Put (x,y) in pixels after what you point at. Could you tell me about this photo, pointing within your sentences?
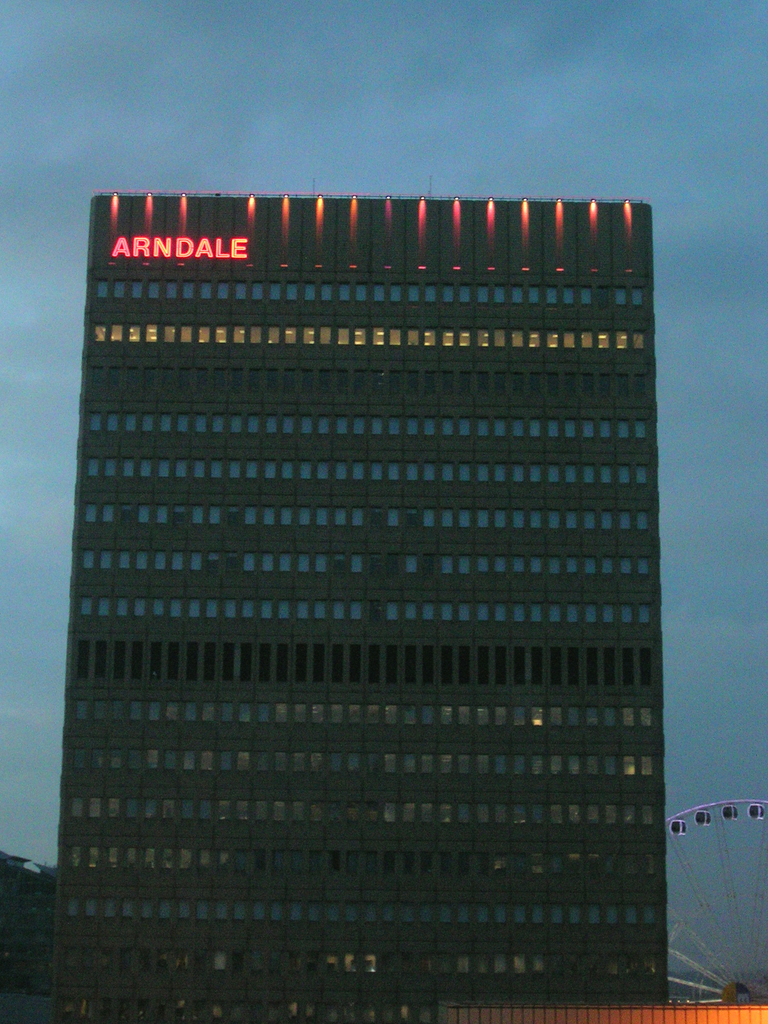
In this picture there is a building (361,355). On the top left (245,239) corner of the building (231,299) we can see name board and lights (110,263). On the bottom right corner (728,989) there is a wheel (738,993). On the top (540,6) we can see sky (371,110) and clouds (444,107).
